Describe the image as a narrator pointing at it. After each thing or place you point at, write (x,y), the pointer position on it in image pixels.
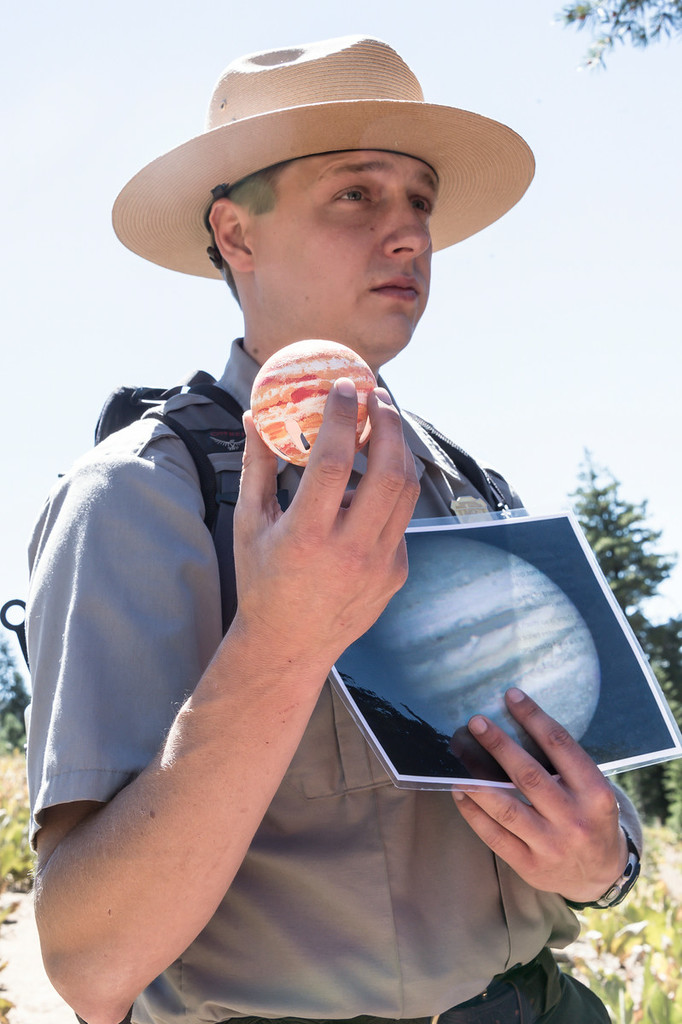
Here I can see a man (201,579) wearing shirt (117,623), bag (121,424), holding a ball (331,368) and a paper (521,675) in the hands (272,582) and facing towards the right side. I can see a cap (344,124) on his head (304,257). In the background (675,652), I can see the plants (624,952) and trees (604,532). On the top of the image (80,38) I can see the sky (71,51).
